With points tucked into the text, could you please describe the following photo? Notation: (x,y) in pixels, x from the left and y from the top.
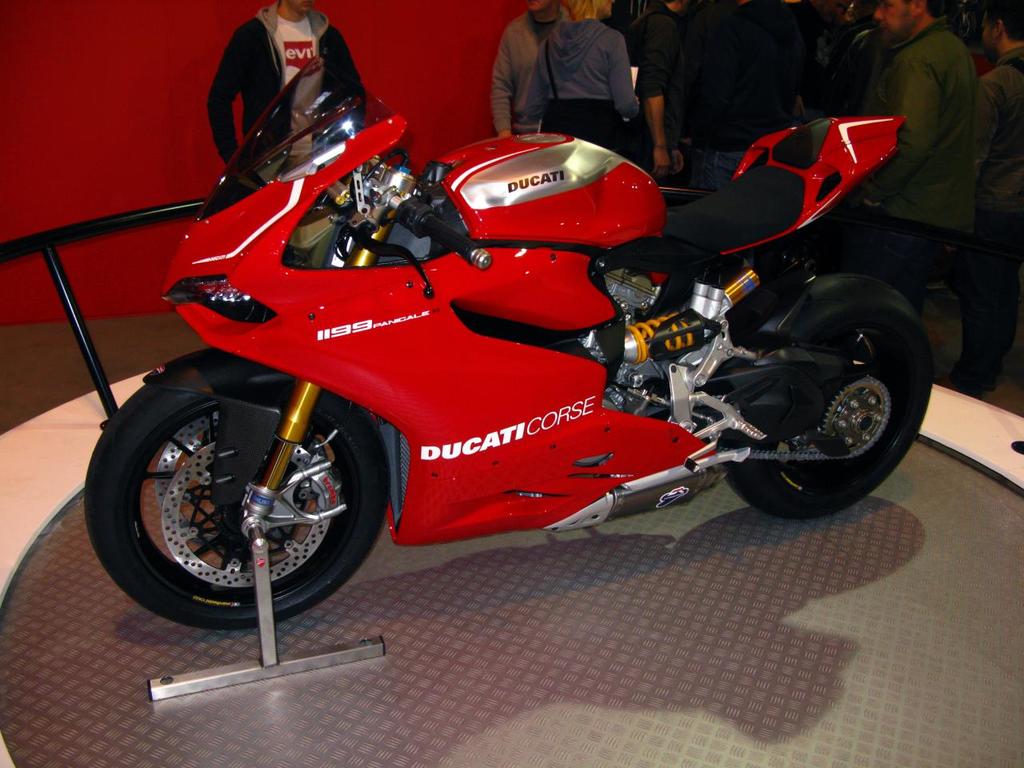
In this picture I can see there is a motorcycle (329,80) placed on a metal surface (604,624) and there is a logo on it. In the backdrop (484,93) at left (104,183) there is a red color wall (118,141) and there are a group of people (672,50) standing at the right side (960,64).
